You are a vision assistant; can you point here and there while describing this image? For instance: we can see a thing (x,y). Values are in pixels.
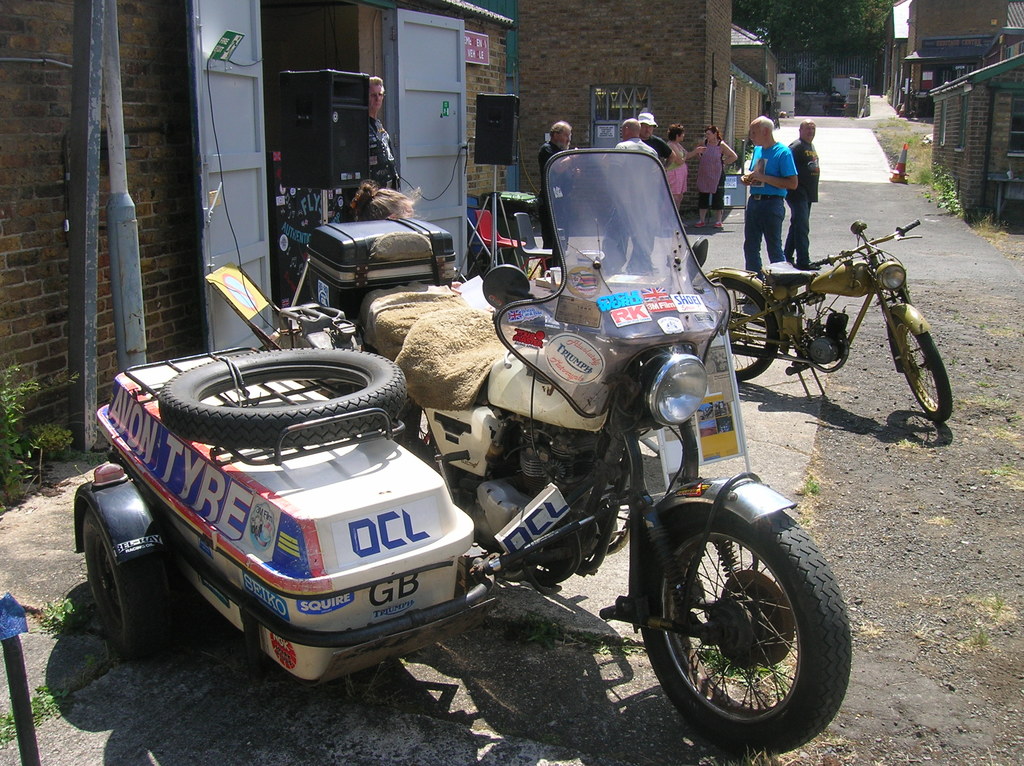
In the center of the image (421,272) there are vehicles (734,499). There are people (751,219) standing on the road (744,254). To the left side of the image (280,16) there is a building (2,50). There are doors (409,20). There is a pole (86,192). There are speakers (510,97). In the background of the image (955,18) there are trees (843,11), houses (913,98). There are safety cones (893,180). At the bottom of the image (605,728) there is road (485,748).
